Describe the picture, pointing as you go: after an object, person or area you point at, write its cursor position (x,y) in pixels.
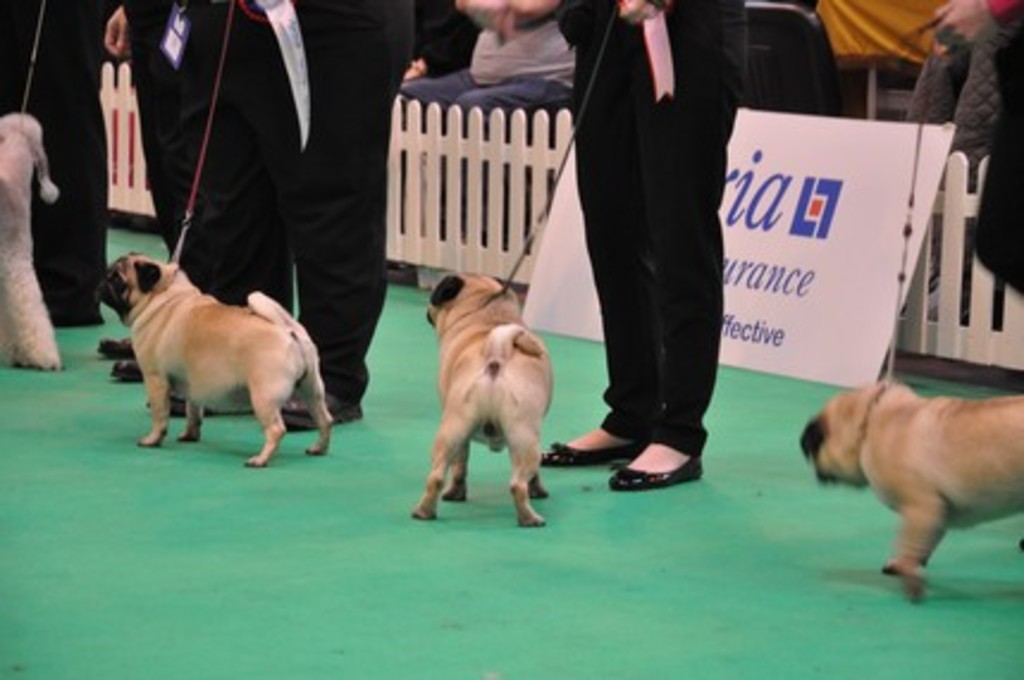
In this image I can see few dogs (527,368) and few people (590,143) are standing. I can see few people (150,24) are holding belts (44,7) of these dogs (256,294). In the background (537,307) I can see a white colour board (576,288) and on it I can see something is written.
